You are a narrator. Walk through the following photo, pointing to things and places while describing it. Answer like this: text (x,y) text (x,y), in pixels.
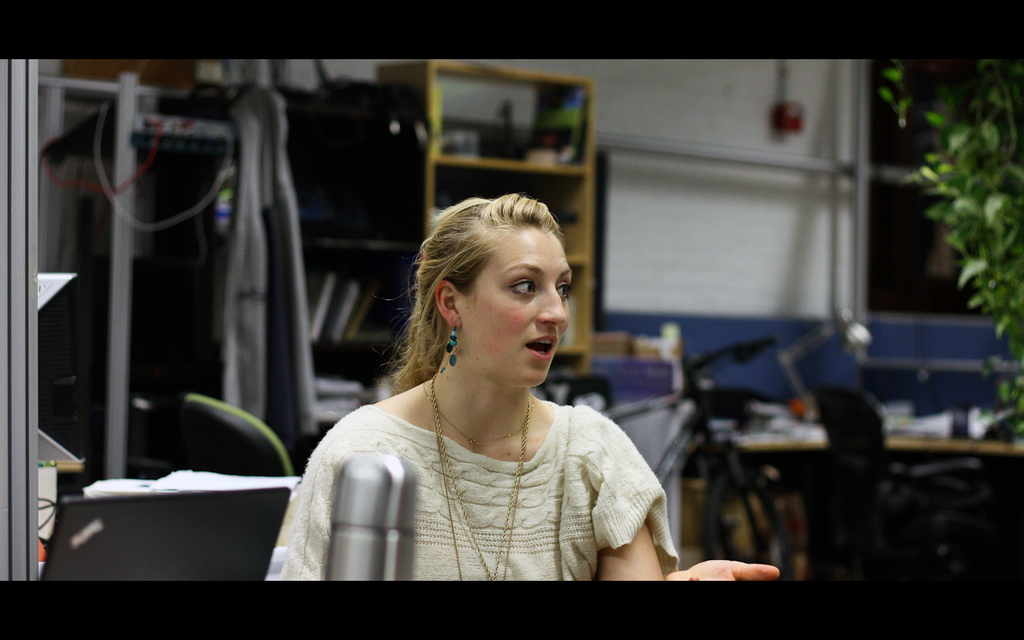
In the picture we can see a woman (627,485) sitting in the chair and she is with white dress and talking something and behind her we can see some things (681,378) are placed and beside it we can see a rack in it we can see some things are placed and near to it we can see some plants (969,148).
